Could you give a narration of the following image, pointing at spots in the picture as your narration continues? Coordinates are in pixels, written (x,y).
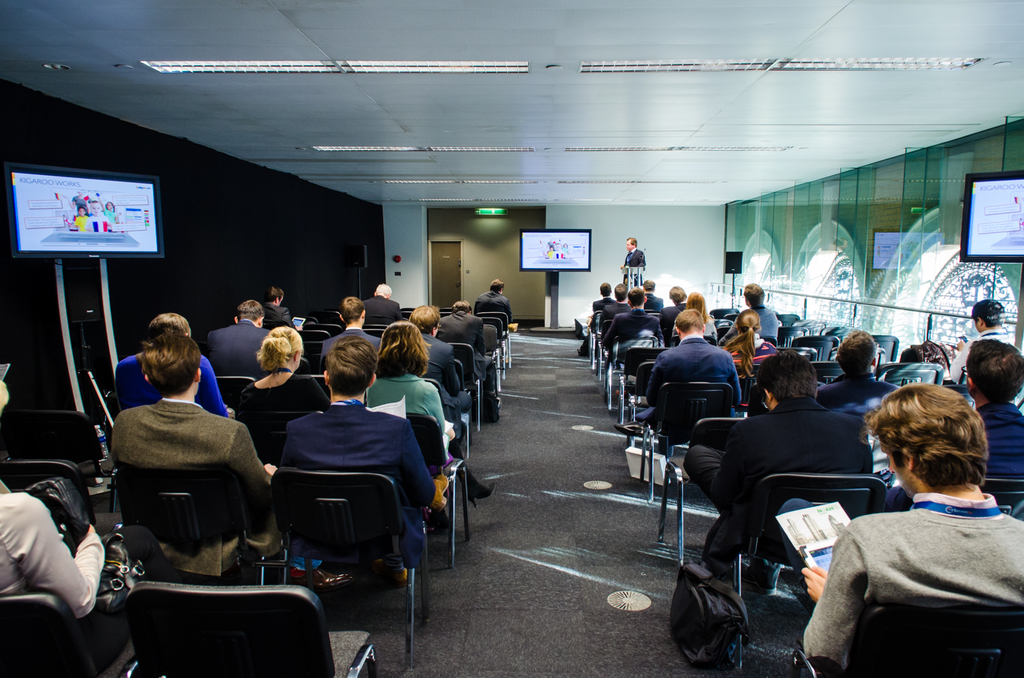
There are persons (318,436) sitting on the chairs (635,357) as we can see at the bottom of this image (216,594). We can see screens (71,233) in the middle of this image (565,252) and there is a wall (438,229) in the background (695,252). We can see the roof (454,76) is at the top of this image (468,78).
